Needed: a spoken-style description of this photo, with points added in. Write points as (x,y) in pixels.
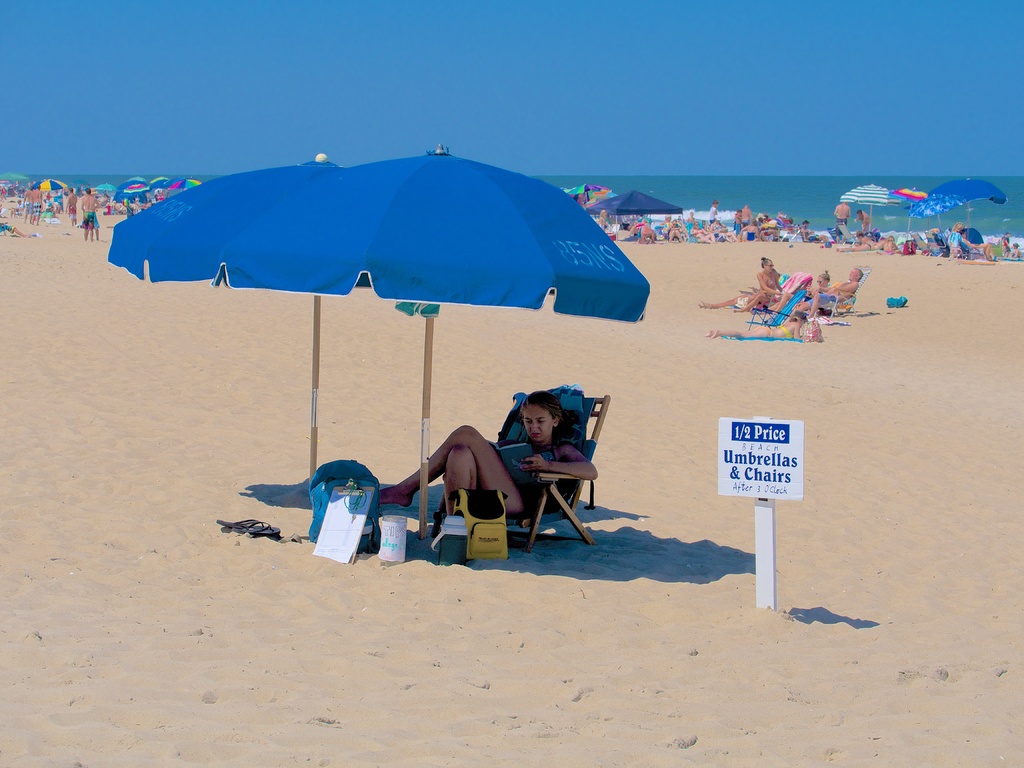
In this picture there is sand (192,587) and a woman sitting on the chair (574,433) and reading a book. There is an umbrella (259,286) and the sky (39,47) is clear.
